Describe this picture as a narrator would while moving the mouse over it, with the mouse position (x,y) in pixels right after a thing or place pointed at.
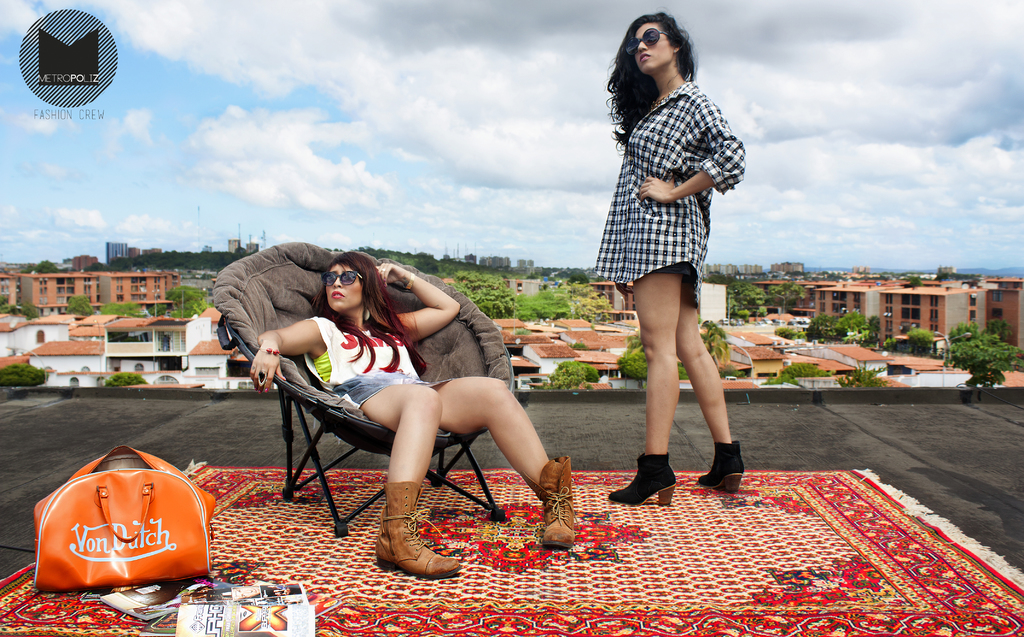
Here we can see two women (644,184) and the woman (649,264) standing at the right side (687,133) is Standing and the woman (497,383) at the left side (338,391) is sitting on a chair (447,376) and at the bottom left (187,513) we can see a bag (127,446) behind them we can see houses (93,339) and greenery (475,277) and the sky (466,196) is cloudy.
